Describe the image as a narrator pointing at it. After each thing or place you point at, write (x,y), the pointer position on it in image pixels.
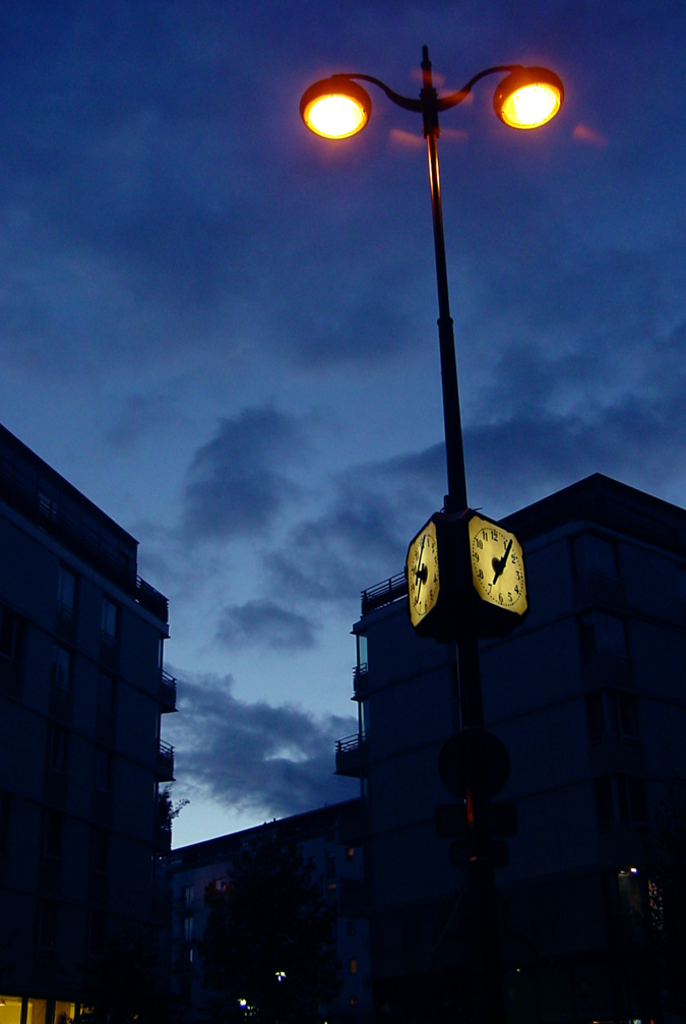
In this picture we can see street lights (356,119) and clocks (456,540) on a pole (489,893). We can see a tree (287,992), buildings (348,989), other objects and the cloudy sky (348,629).
